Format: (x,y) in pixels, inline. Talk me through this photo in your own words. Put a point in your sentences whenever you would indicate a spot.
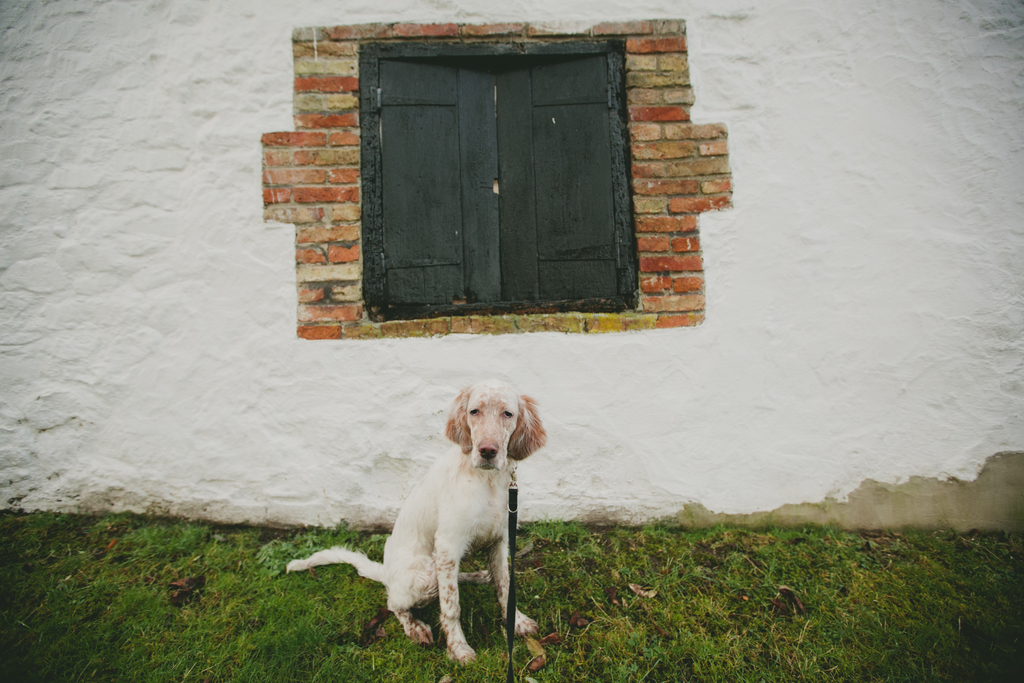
In this image we can see a dog (450,507) with a belt (514,485). On the ground (363,594) there is grass (732,618). In the back (730,178) there is a wall (844,268) with windows (495,160).
